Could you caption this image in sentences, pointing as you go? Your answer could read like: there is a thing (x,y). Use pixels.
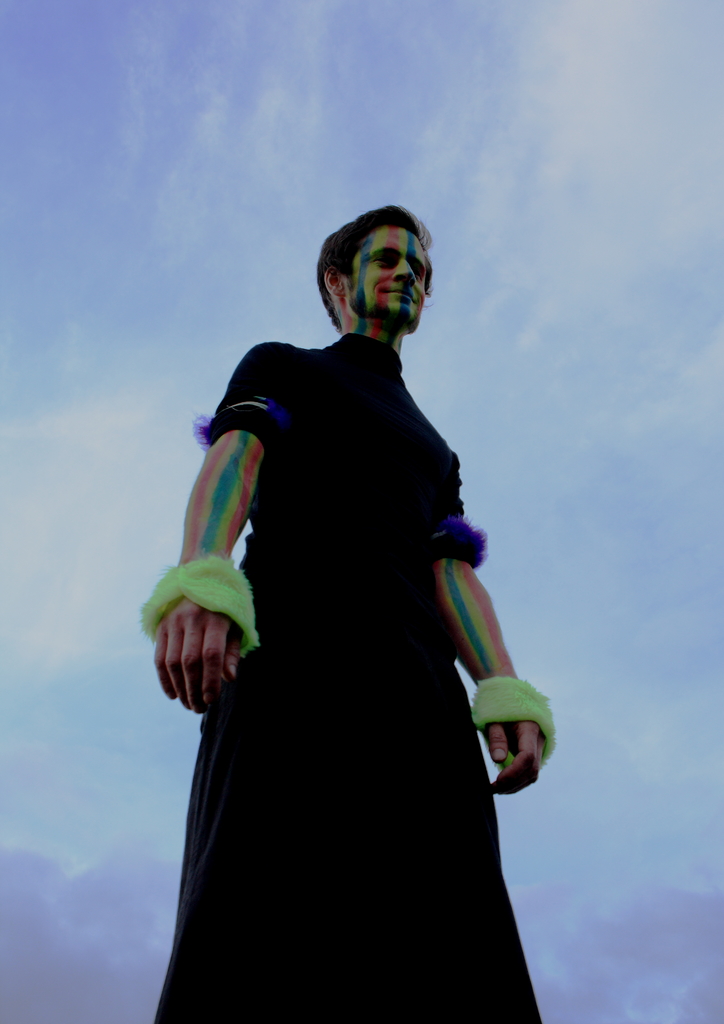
In this image, in the middle (404,473), we can see a man (442,538) wearing a black color dress (385,545). In the background (535,65), we can see a sky (140,261) which is cloudy.
